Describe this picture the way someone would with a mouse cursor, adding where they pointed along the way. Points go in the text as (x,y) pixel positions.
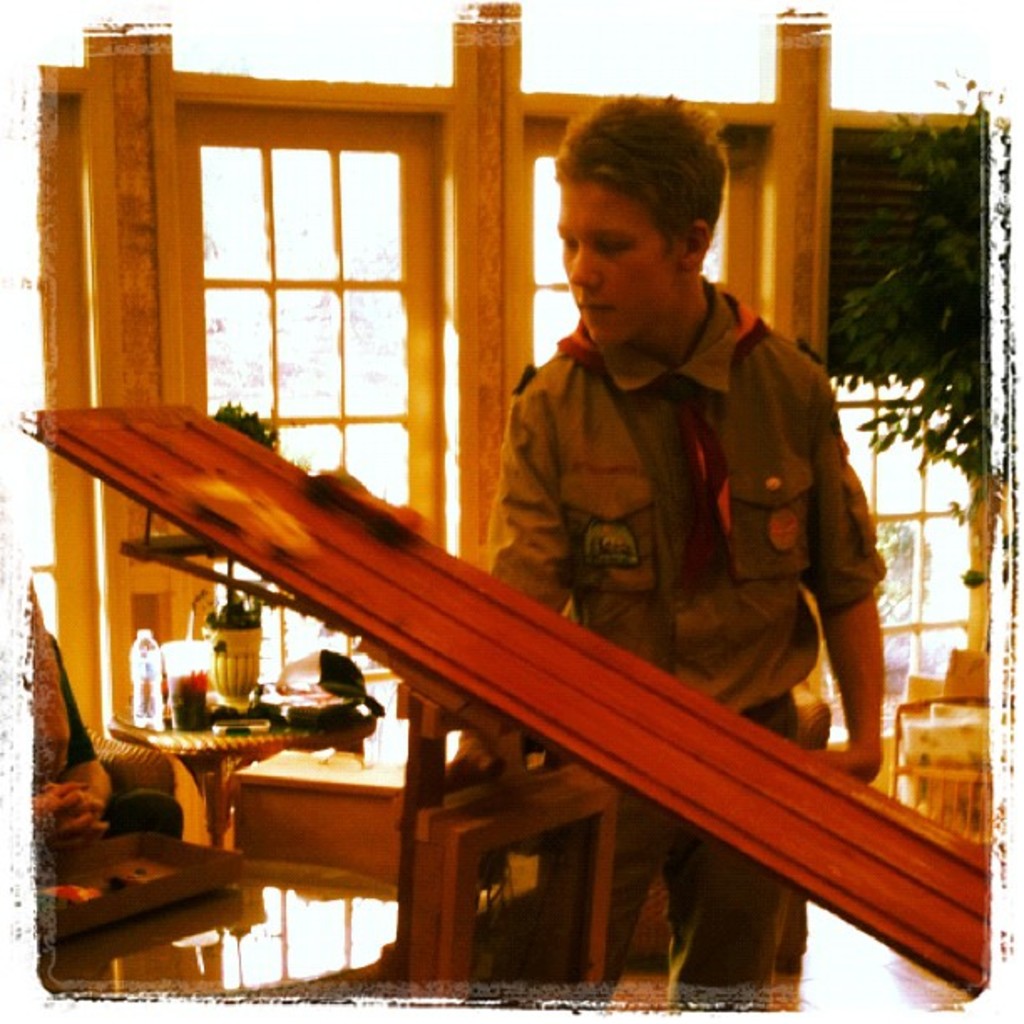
The person (631,483) wearing a brown shirt (643,496) is holding a object (588,684) and there is a tree (946,329) in the right corner (952,344).
